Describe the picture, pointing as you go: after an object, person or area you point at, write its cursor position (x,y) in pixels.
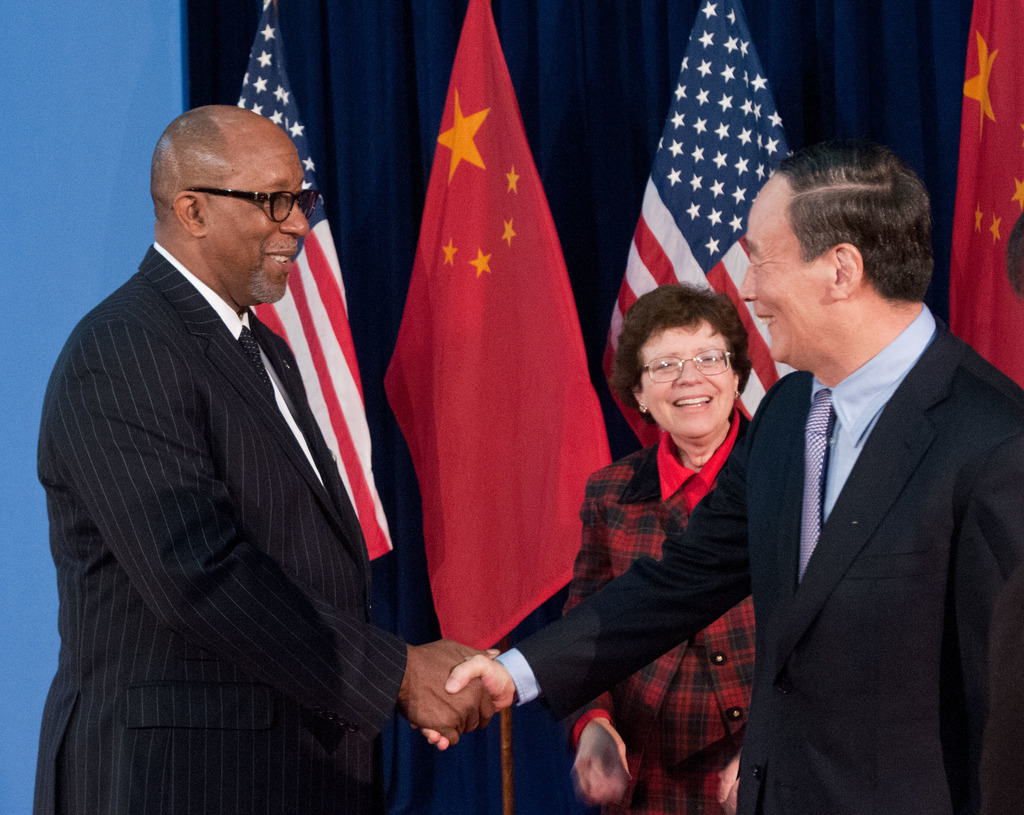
In the foreground (268,696) I can see two persons (368,761) are shaking their hands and one person (696,689) is standing on the floor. In the background (966,338) I can see flags (515,173), curtains (390,288) and wall (130,221). This image is taken may be in a hall (644,448).
